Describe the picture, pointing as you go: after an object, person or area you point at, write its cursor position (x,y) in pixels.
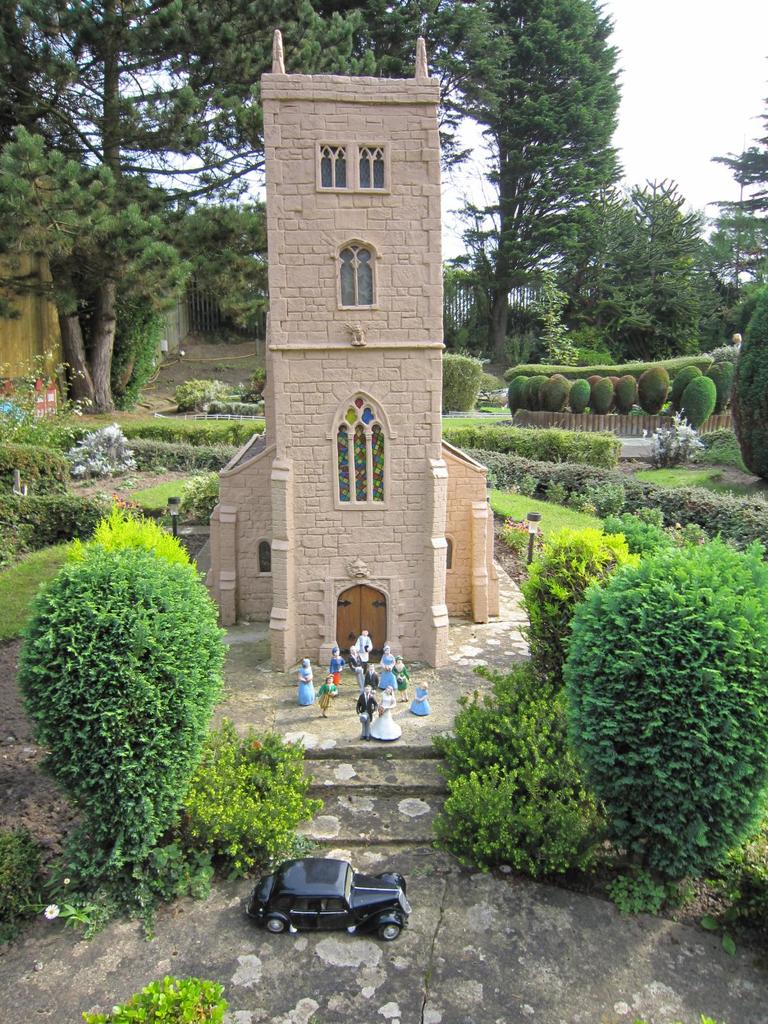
In this picture at front (283,885) there is a car (279,898) and on both right and left side of the image (111,568) there are plants (675,594). At the center (358,488) there is a building (293,386) and few people (364,638) were standing in front of the building (414,645). At the background (210,261) there are trees (566,174).
